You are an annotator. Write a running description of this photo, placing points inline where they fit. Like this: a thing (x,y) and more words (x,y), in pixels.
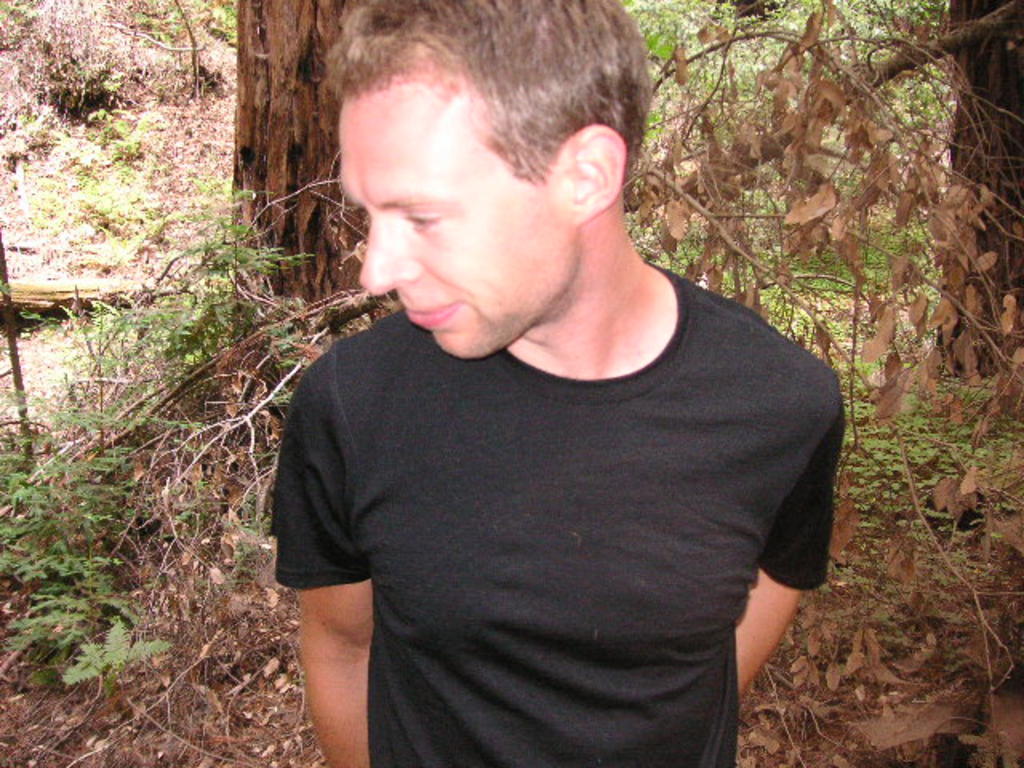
In this picture we can see a man (525,417) in the black t shirt (550,441). Behind the man (457,308), there are trees (301,96) and plants (126,378).
